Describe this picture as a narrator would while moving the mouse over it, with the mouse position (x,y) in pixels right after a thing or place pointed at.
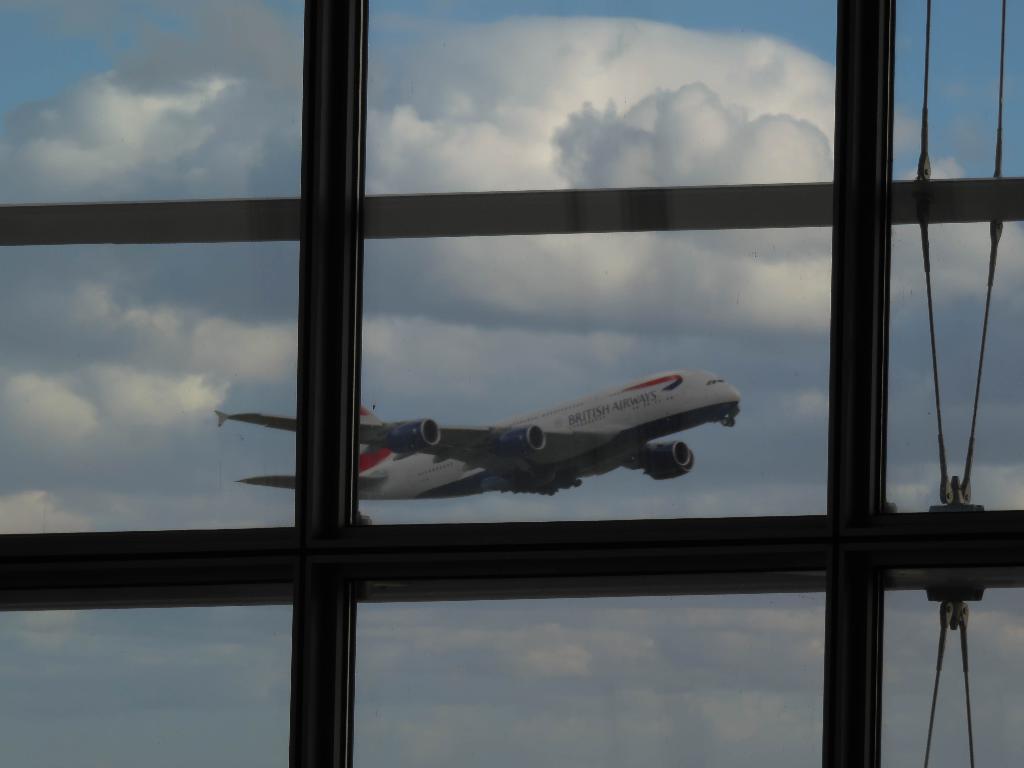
There is a glass window (406,241). On the right side (992,249) there are ropes (938,391). Through the glass window (957,398) we can see a flight (544,431) flying. In the background (543,289) there is sky (280,312) with clouds (368,630).
